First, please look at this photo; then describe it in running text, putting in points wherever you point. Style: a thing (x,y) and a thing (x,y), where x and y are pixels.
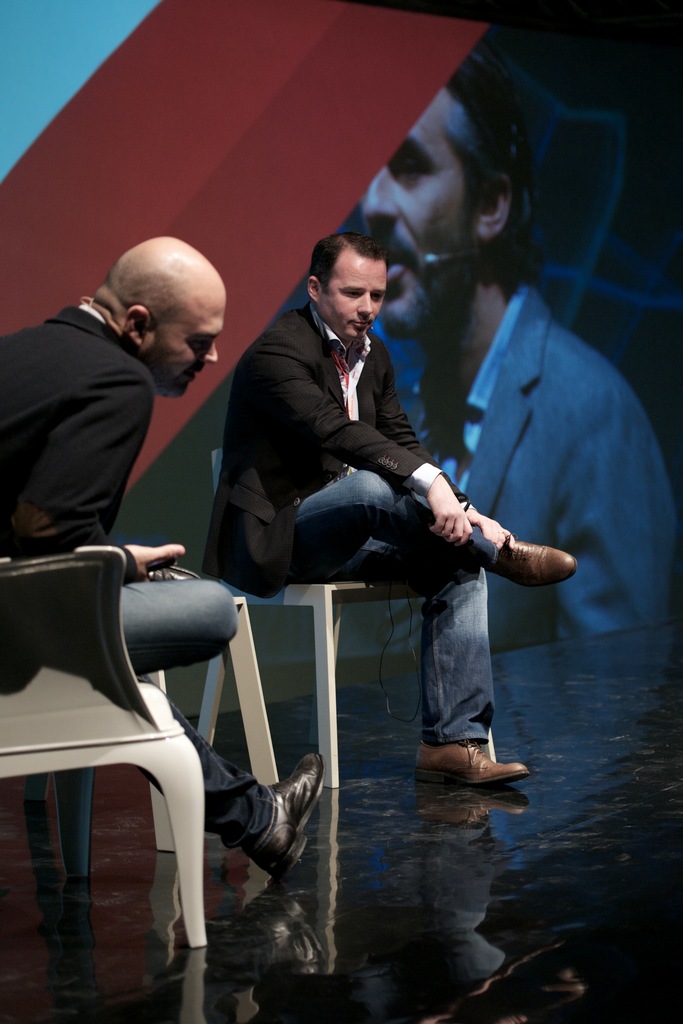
In this picture we can see two persons (278,497) are sitting on the chair (121,749) and looking to the floor (403,937) back side we can see screen (384,157) on the screen (513,185) a person (538,301) is standing and talking with the help of microphone (436,261).
